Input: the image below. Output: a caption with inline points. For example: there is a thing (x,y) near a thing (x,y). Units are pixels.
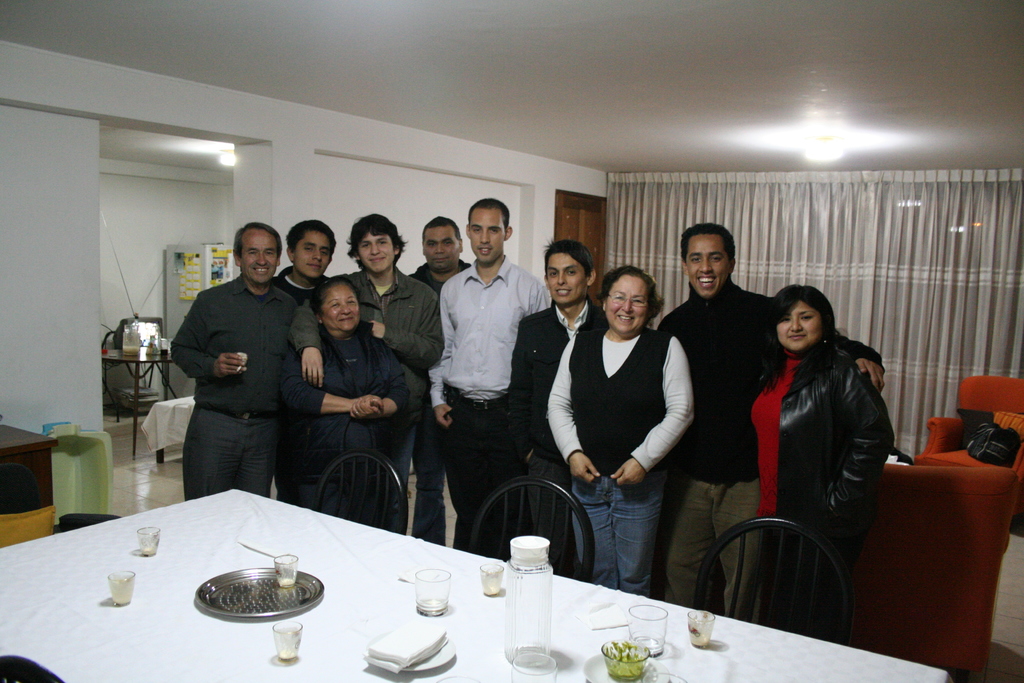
A group of people (231,301) are posing to camera. There is a dining table (160,667) in front of them.
